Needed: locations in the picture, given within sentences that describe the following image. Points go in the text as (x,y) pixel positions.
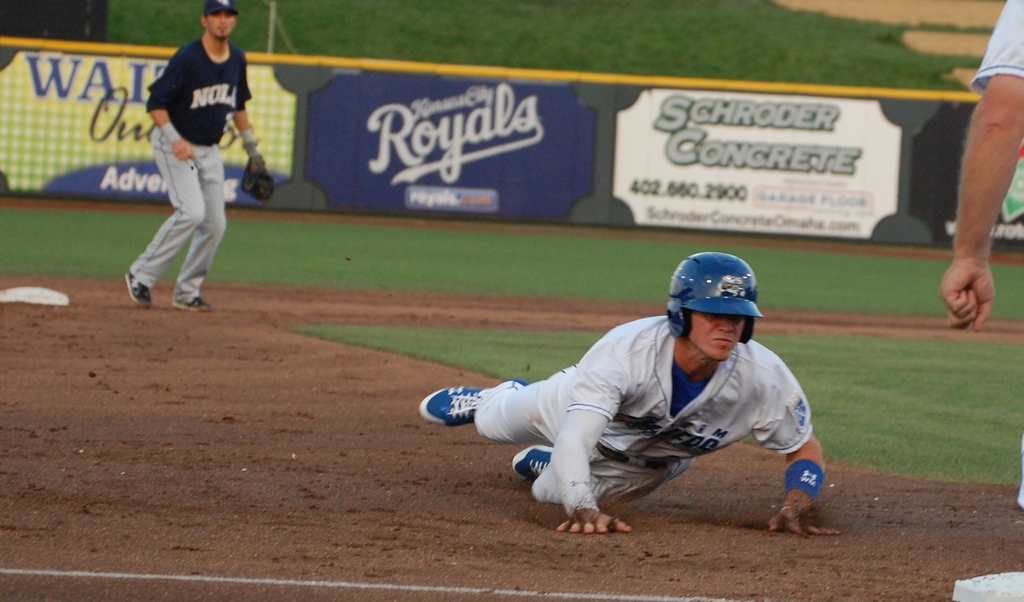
In this picture we can see people (457,388) on the ground (414,433) and in the background (437,345) we can see an advertisement board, grass (502,346).
